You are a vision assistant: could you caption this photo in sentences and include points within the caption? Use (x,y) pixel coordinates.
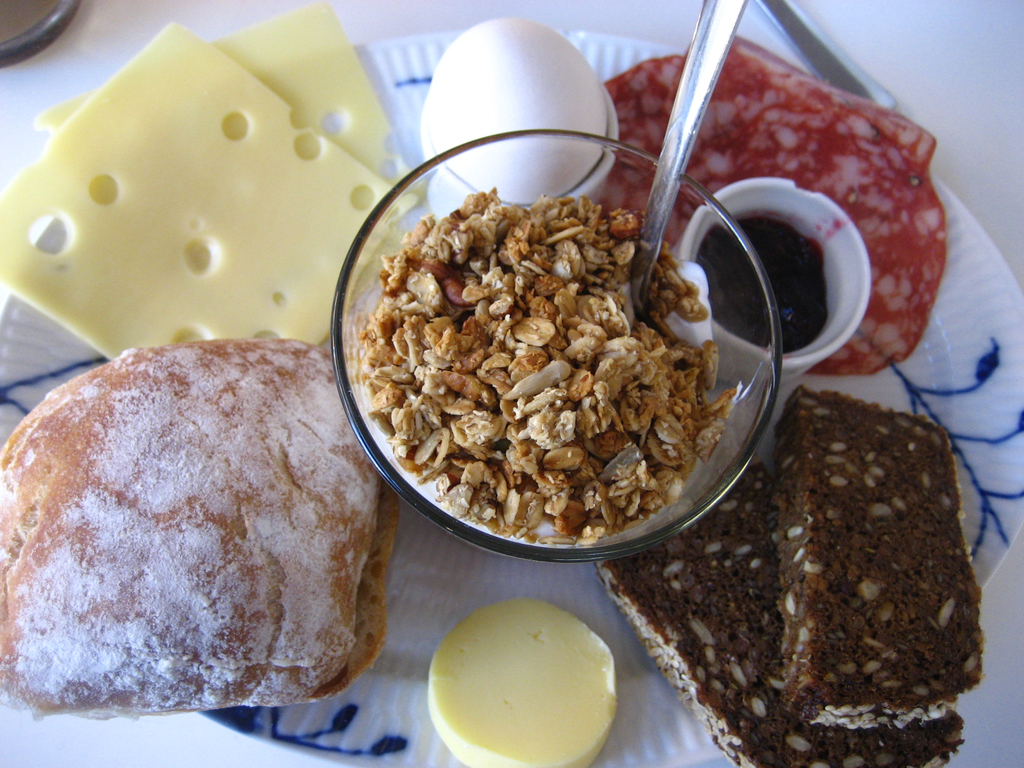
In this picture we can see a plate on the surface (349,19) with a spoon (650,206), bowls (495,182) and food items (537,341) on it.
